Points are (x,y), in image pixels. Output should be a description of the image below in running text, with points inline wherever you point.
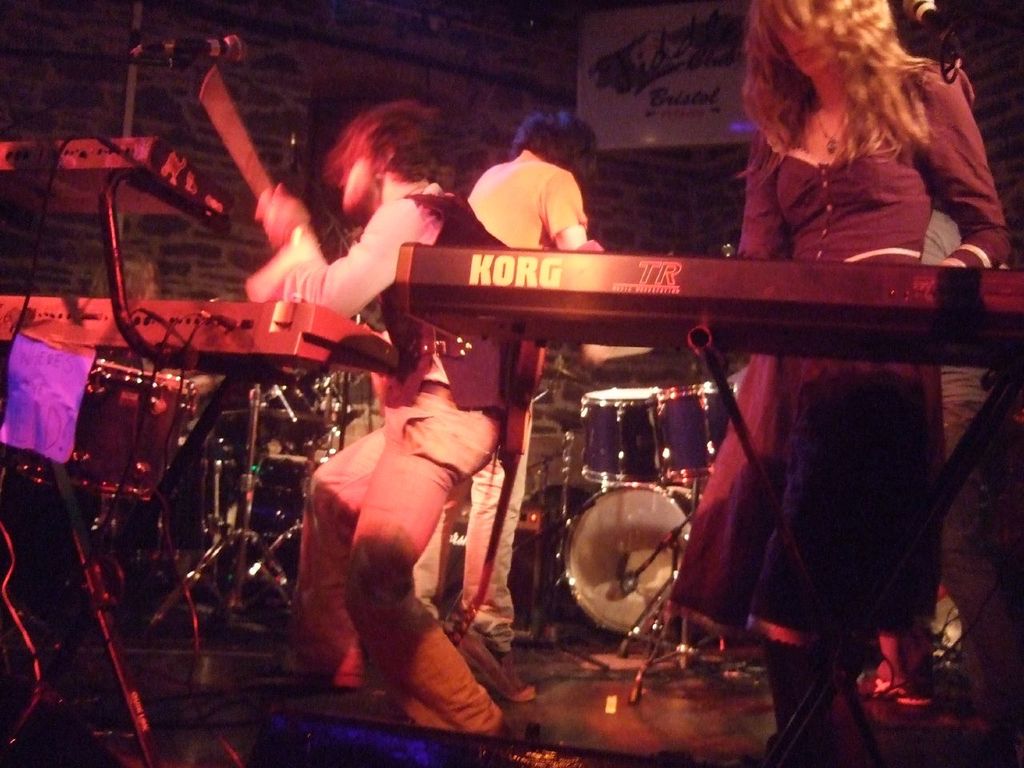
In this image there are people (493,240) playing musical instruments (714,422), in the background (551,23) there is a wall (501,41).
